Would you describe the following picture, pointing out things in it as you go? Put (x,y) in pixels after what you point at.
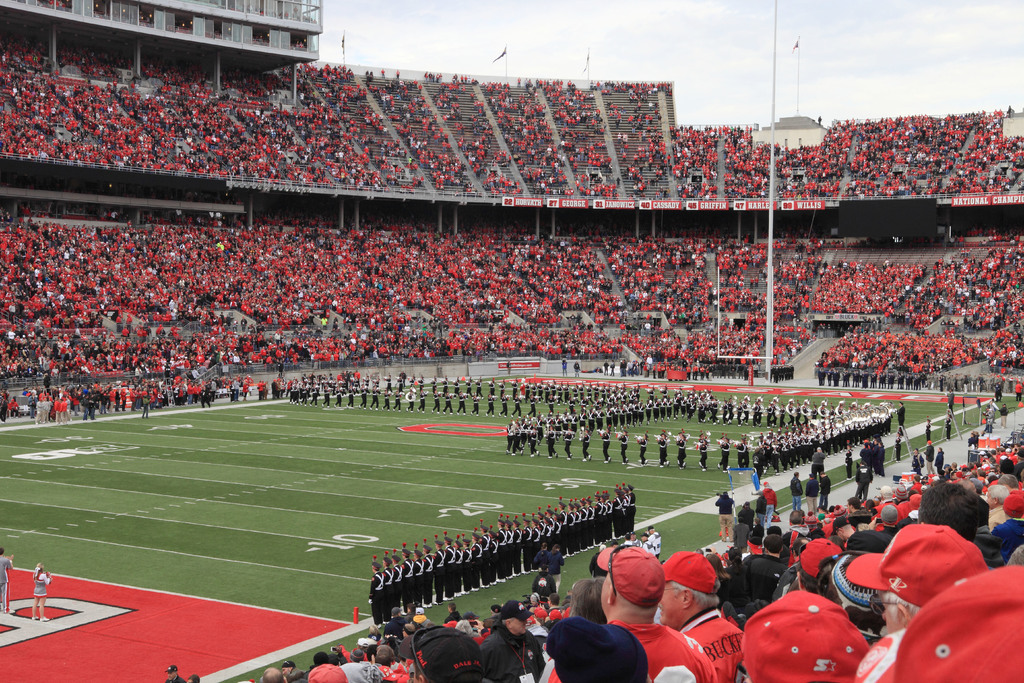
In this image we can see a group of people (229,380) on the ground (330,438). We can also see some poles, flags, boards (503,367) and a fence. We can also see a group of audience (458,234) and the sky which looks cloudy.
